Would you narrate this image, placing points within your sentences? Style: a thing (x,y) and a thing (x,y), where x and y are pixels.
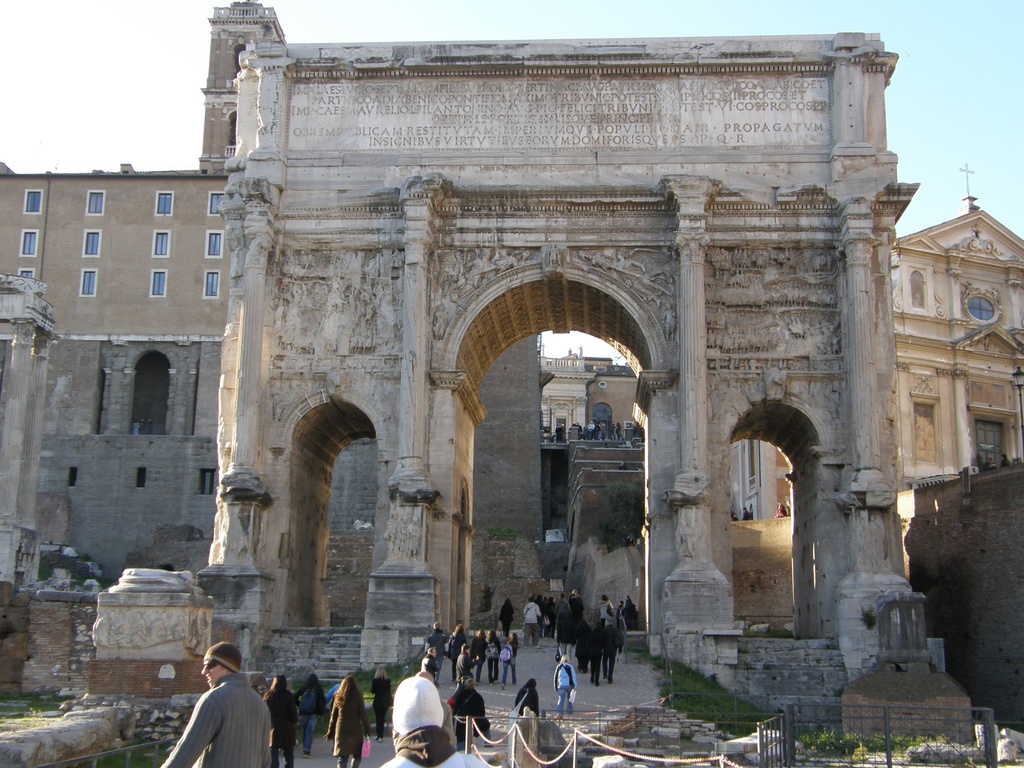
In the picture we can see some people (412,760) are walking through the historical building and behind it, we can see some buildings (88,390) and the sky (541,15).
